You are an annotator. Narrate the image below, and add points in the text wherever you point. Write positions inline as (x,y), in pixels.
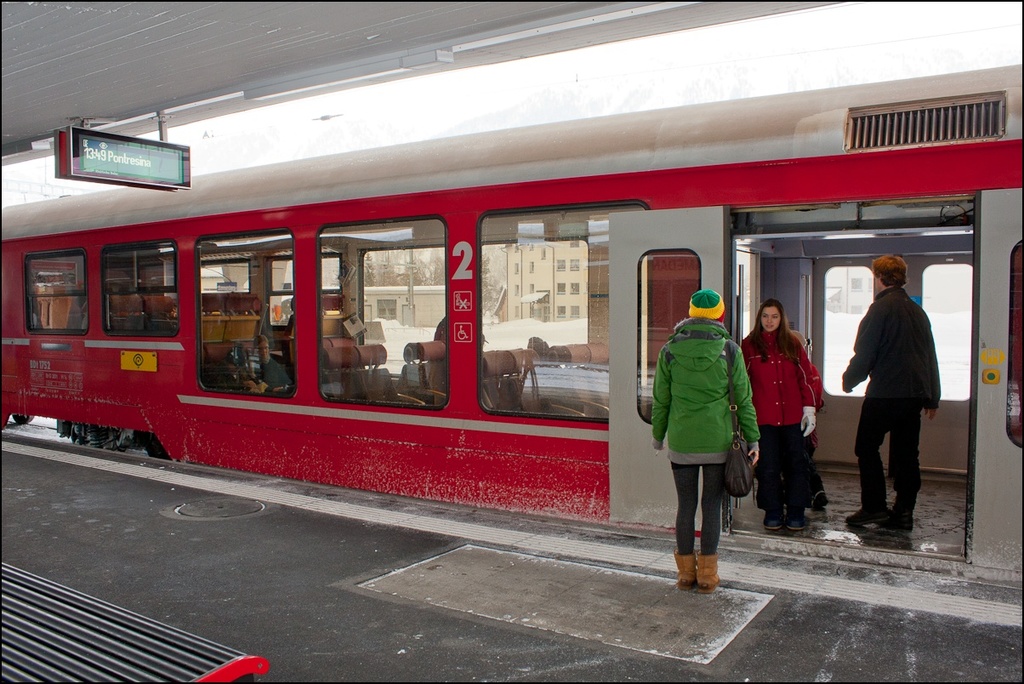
In this picture we can see a person (681,406) is standing on the platform (649,563). On the platform (240,542), it looks like a bench (66,625) and a manhole lid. At the top (129,142) there is a board (94,149). In front of the person (669,370) there are some people (914,374) standing inside of a train (839,408). Behind the train (435,291), there are buildings (540,272), trees (436,263) and snow (557,326).
